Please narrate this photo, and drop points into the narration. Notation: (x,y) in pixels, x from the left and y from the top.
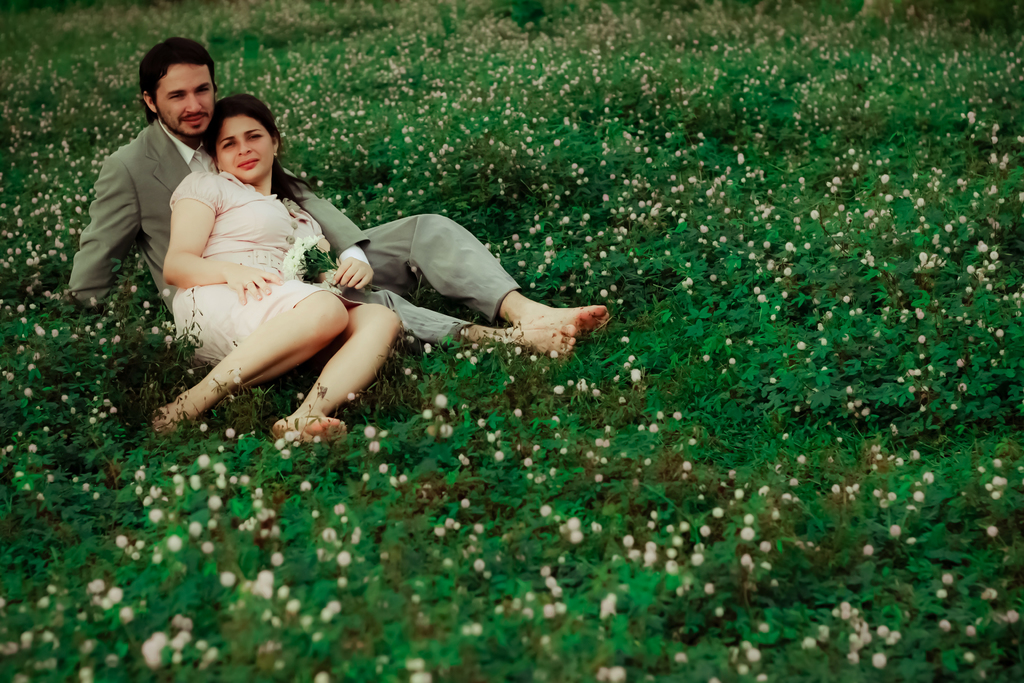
In this image we can see a couple (266,152) sitting and posing for a photo and we can see a man (318,209) holding some flowers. We can see some plants (878,165) with flowers (159,645).
